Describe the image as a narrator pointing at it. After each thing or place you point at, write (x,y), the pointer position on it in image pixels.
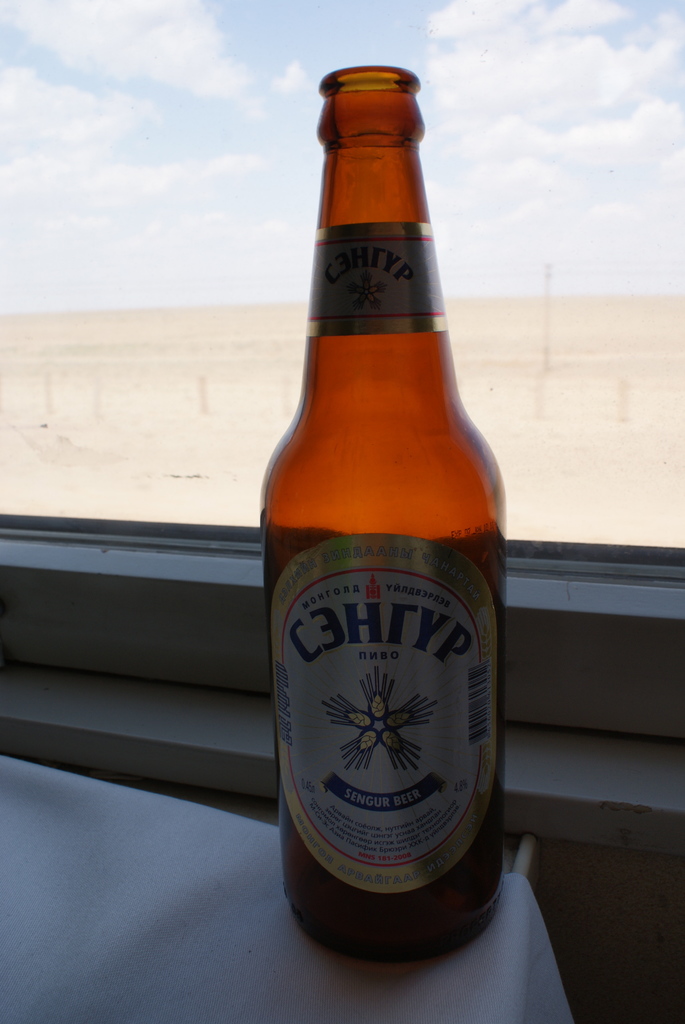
In the picture we can see a table (38,810) with a white table cloth (3,787) on it, we can see a beer bottle (286,840) with a label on it and it is placed near the window (681,660) with a glass (174,267) and from it we can see a sand surface (557,423) and a sky (606,107) with clouds (594,103).
